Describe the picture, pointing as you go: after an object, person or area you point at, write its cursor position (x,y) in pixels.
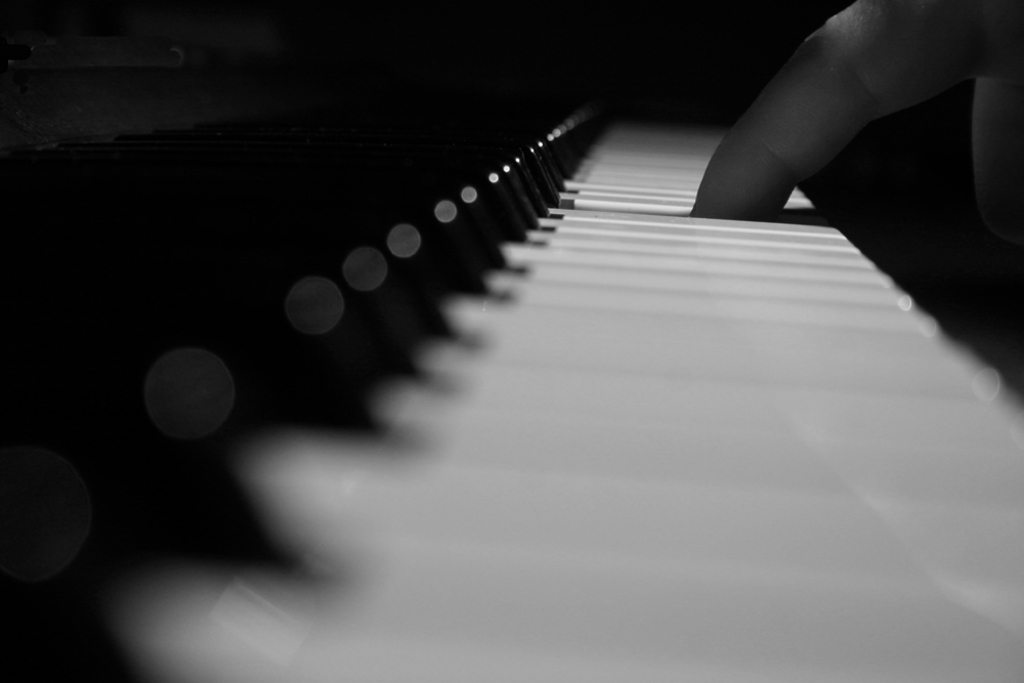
This is the image of a piano keys (302,682) where a person (905,56) is clicking the piano (601,228).
